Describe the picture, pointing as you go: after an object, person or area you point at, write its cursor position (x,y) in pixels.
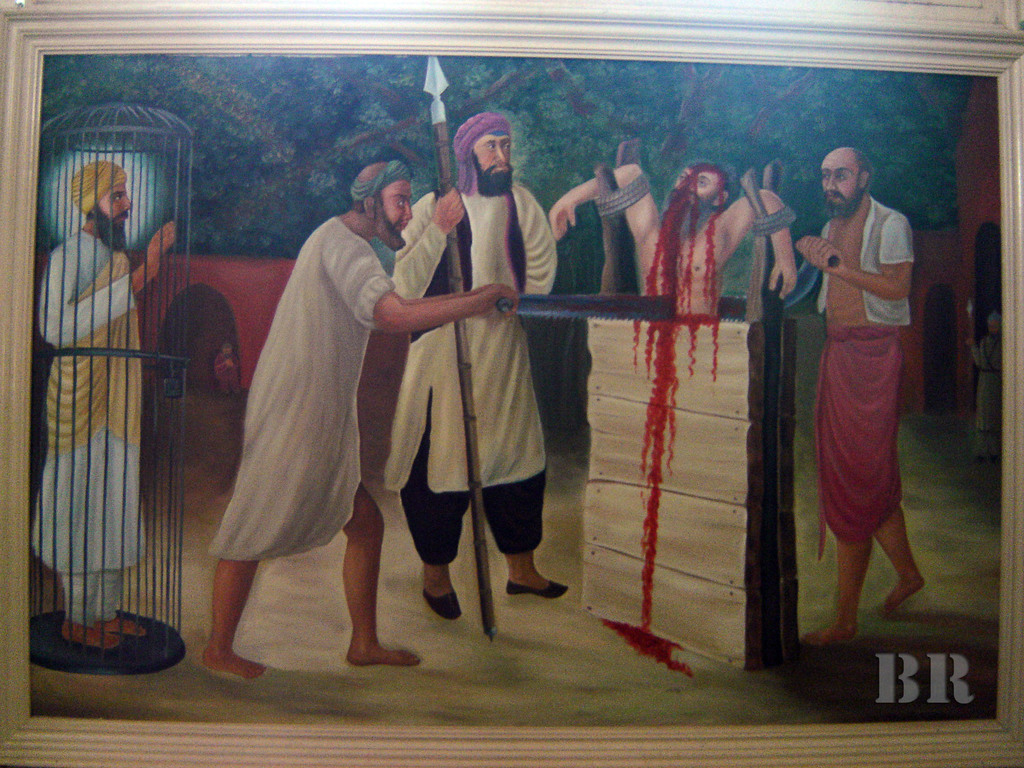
In this image, we can see a painting (754,430) with frame (677,20). Here we can see few people (274,470).
